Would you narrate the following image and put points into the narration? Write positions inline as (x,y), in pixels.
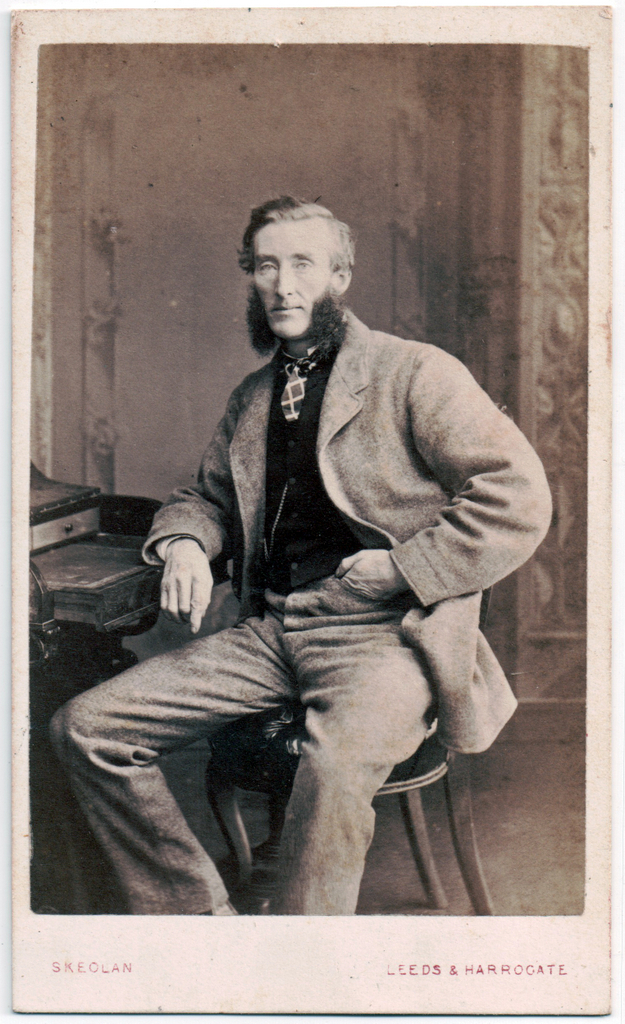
This is a black and white picture. In this picture we can see a person (84,764) sitting on the chair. There is some text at the bottom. We can see an object (63,506) on the left side (83,555).
